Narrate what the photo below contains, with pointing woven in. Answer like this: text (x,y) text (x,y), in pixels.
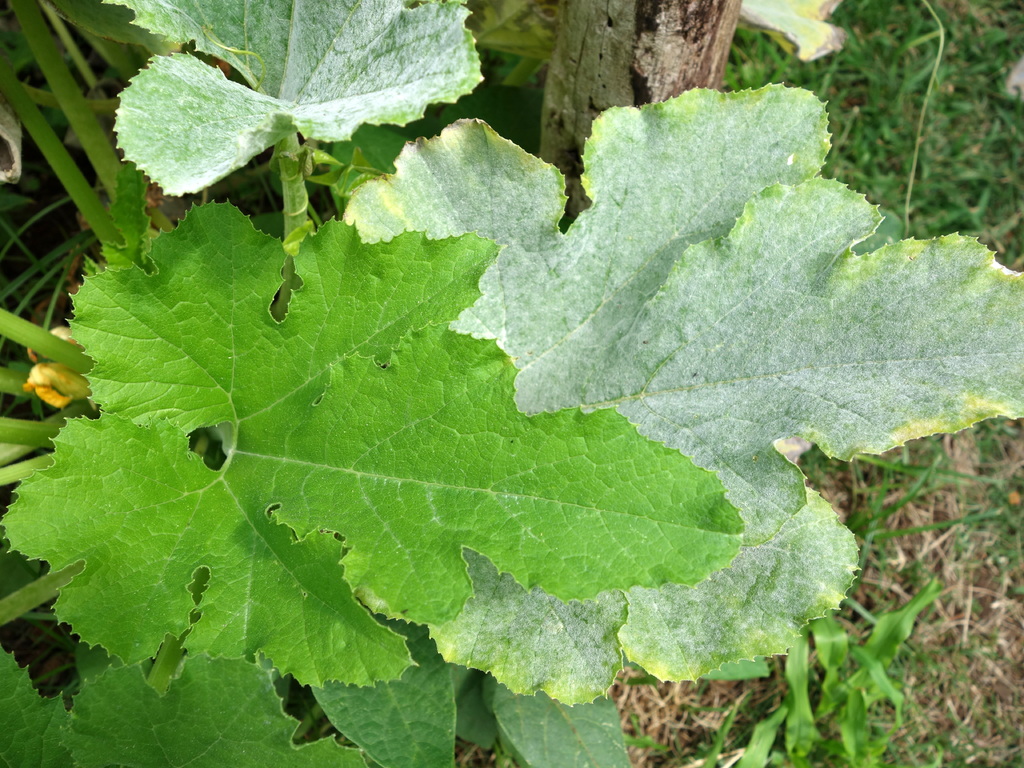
In this image, It looks like a plant (131,297) with the leaves (476,388), which are green in color. At the top of the image (620,54), I think this is a tree trunk (646,77). In the background (951,169), It looks like the grass (927,101).
